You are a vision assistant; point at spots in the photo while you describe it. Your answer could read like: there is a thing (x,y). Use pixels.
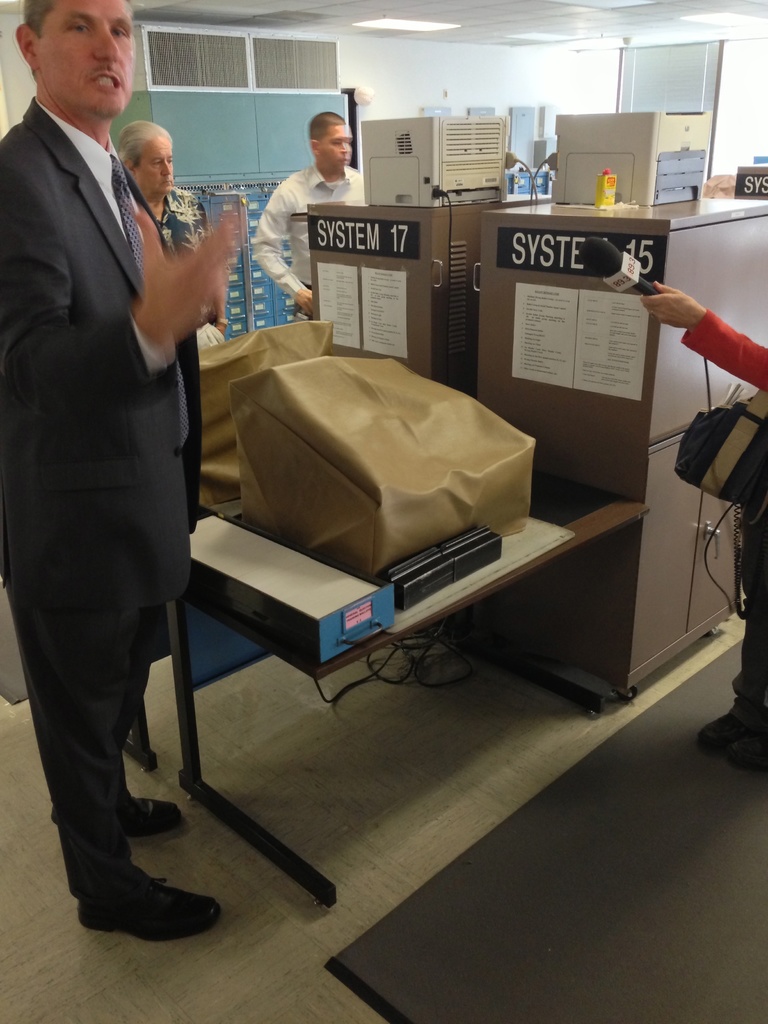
In the image few people (24,267) are standing. At the top of the image (725,20) there is roof (591,20) and lights (725,20). In the middle of the image (274,575) there is a table (599,530), On the table (605,496) there are some products (509,525). Bottom right side of the image (763,728) a person (755,742) holding a microphone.
